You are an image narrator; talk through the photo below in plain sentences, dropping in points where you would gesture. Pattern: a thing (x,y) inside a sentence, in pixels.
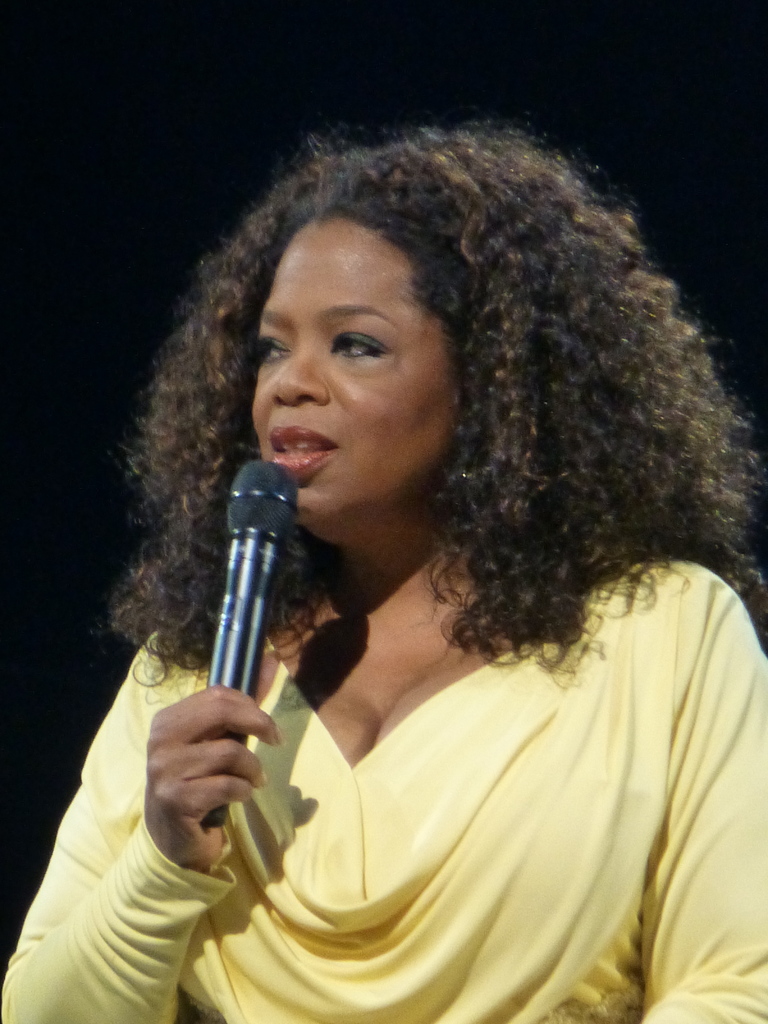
A woman (395,216) is speaking with a mic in her hand (196,725).
